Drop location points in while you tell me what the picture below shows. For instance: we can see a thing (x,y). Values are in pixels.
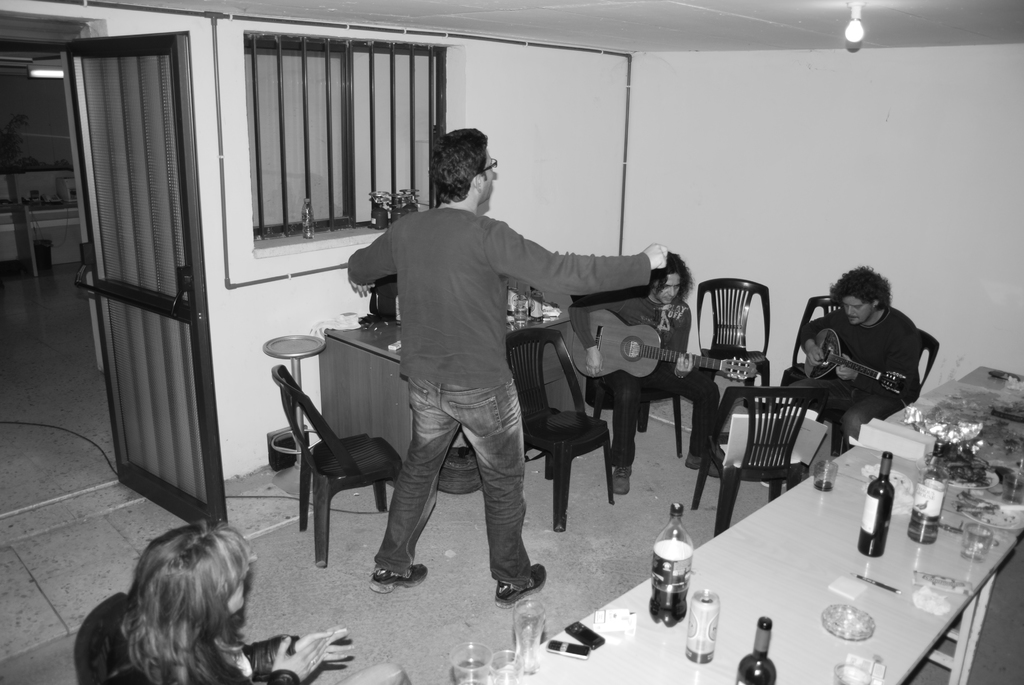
This is a black and white picture. In this picture we can see objects (402,206) placed in the shelves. We can see lights (62,75), windows (389,146), door (169,464) and chairs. We can see people (864,403) playing musical instruments (629,361) and a man (460,153) is dancing. At the bottom (230,525) we can see a person (113,676) and a chair (94,661). On the tables (858,556) we can see bottles (872,519), glasses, mobiles (567,649) and few other objects (717,621).
